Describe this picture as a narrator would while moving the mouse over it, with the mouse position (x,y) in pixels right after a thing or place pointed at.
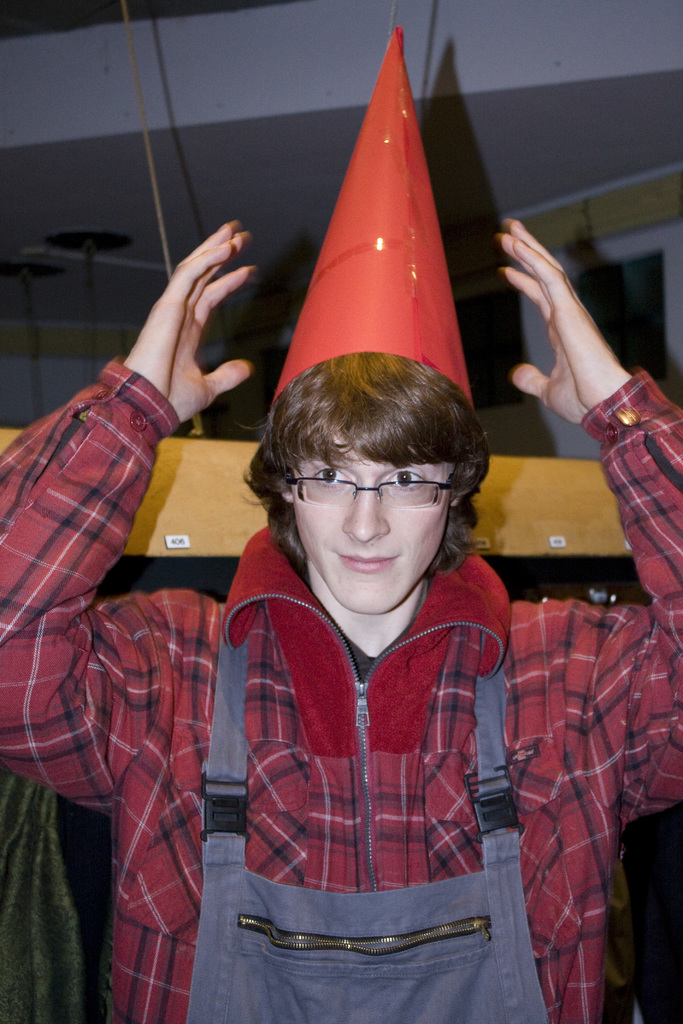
In this image we can see a person (299,498) wearing a cap (397,163) and behind him we can see the wall (289,121) and wooden object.
